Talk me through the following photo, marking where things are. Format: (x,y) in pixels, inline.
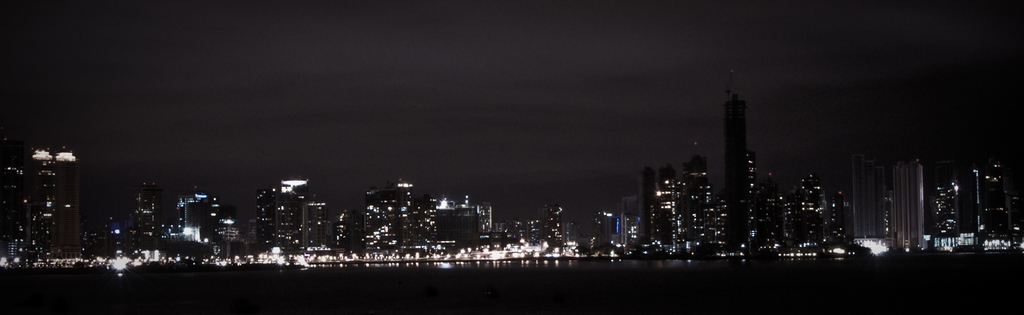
In this image I can see number of buildings (543,220) and number of lights (445,198). I can also see this image is in dark.
